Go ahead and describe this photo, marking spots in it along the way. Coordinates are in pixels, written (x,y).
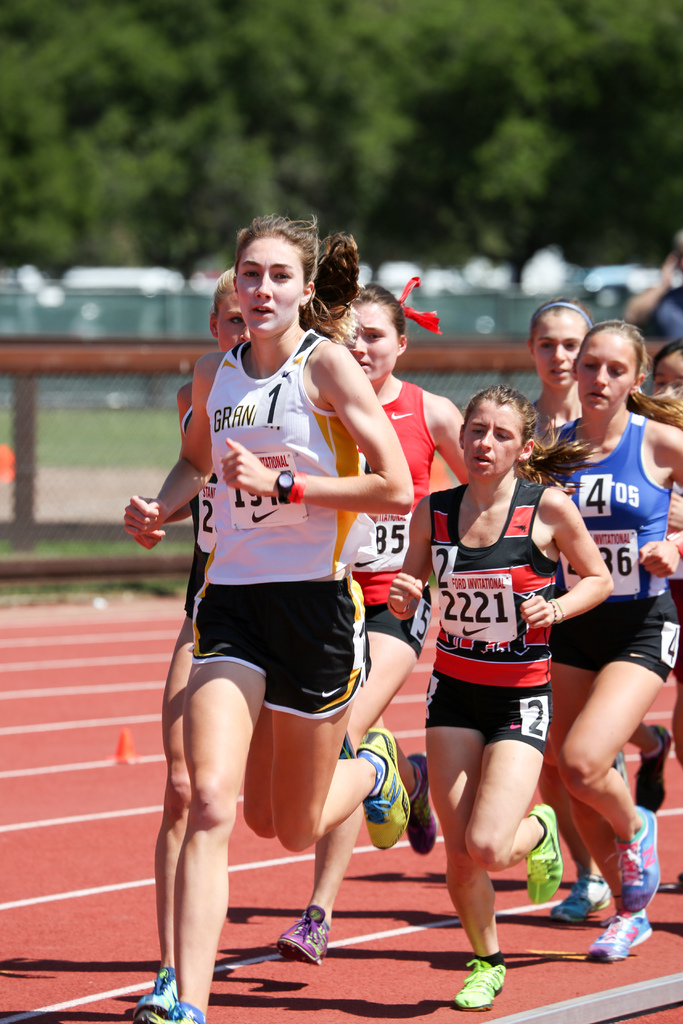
In this picture we can see a group of women (173,819) running on the ground (108,916), fence (98,414), trees (81,142) and in the background (621,282) it is blurry.
